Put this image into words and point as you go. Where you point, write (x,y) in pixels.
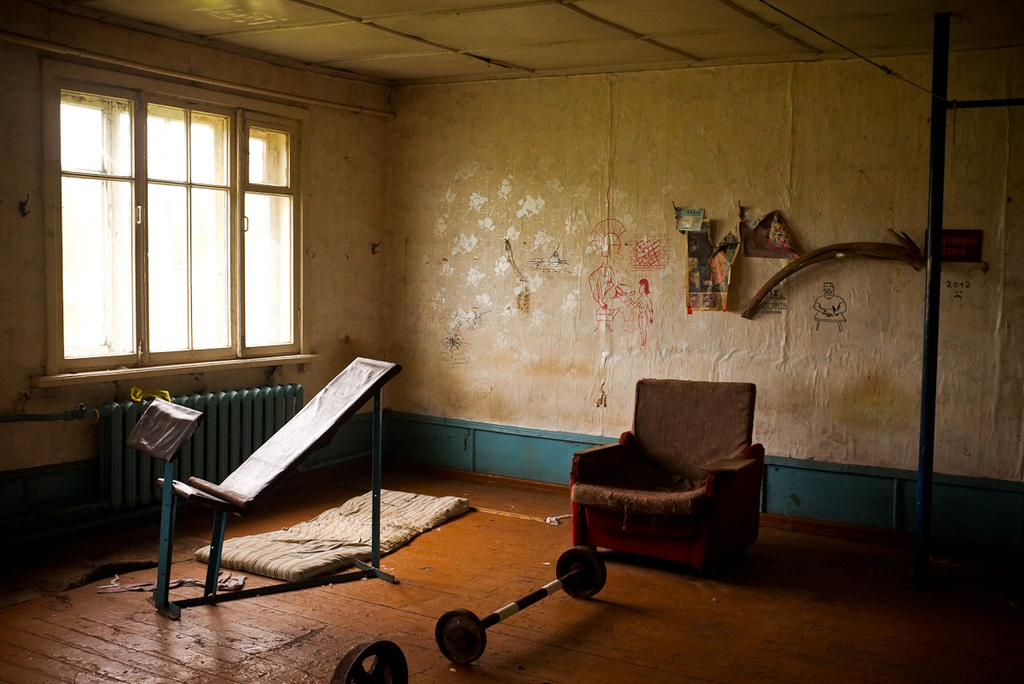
As we can see in the image there is a wall (480,239), window (156,138), sofa (610,463) and on floor (294,514) there is a bed (327,529).
